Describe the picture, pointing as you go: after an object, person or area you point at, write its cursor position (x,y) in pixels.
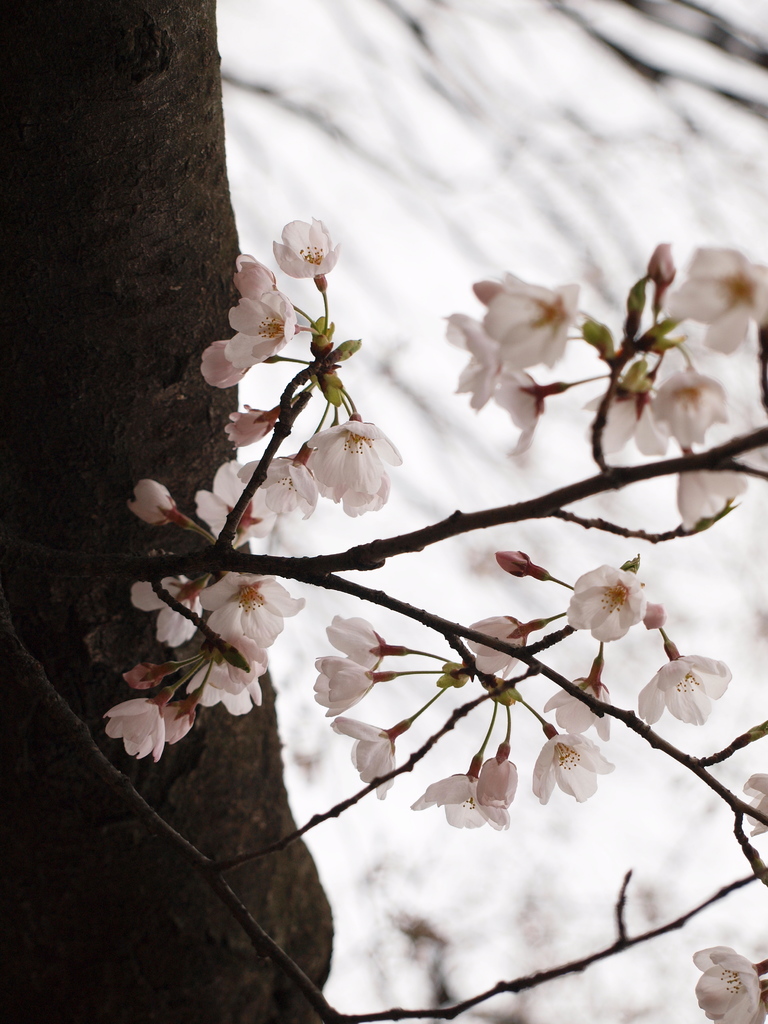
This picture shows small white color flowers (628,437) on the branch (336,589). Beside we can see tree trunk (167,408). Behind we can see blur background (535,694).
